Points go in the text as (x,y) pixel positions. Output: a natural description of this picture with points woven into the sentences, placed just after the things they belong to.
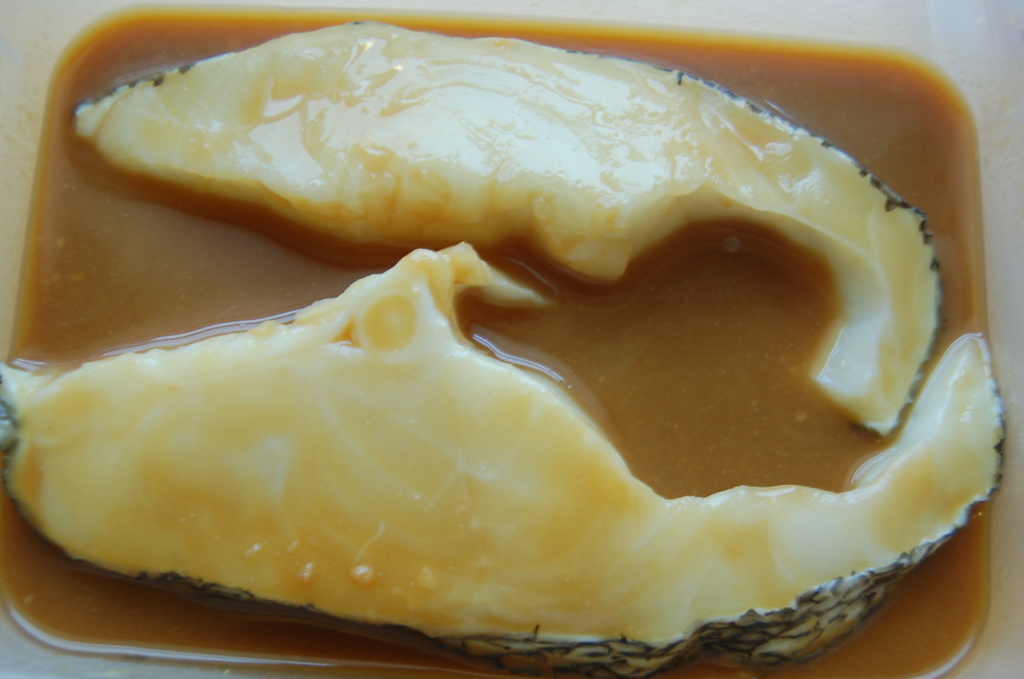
In this image I can see a white colored bowl (998,56) and on the bowl (545,14) I can see a soup (672,322) which is brown in color and two fish pieces (439,392) which are cream in color.
